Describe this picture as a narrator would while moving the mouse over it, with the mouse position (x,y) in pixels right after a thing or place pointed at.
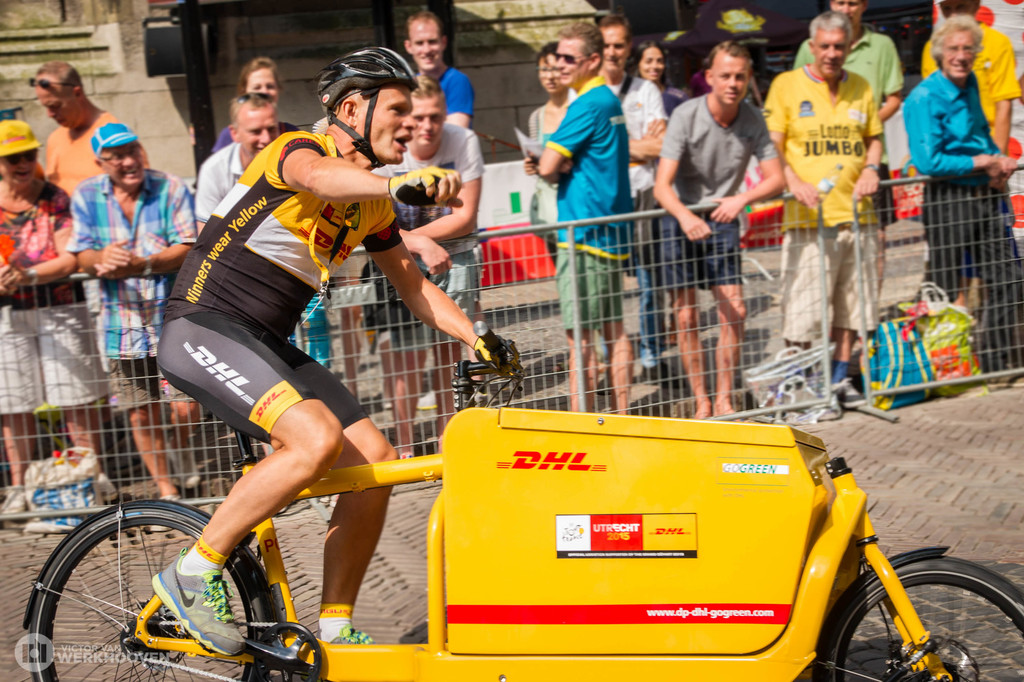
In this image i can see a person (281,319) wearing a helmet (357,145) and gloves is riding a bicycle (628,599). In the background (709,159) i can see few people (615,82) standing on the other side of the railing (642,269).
